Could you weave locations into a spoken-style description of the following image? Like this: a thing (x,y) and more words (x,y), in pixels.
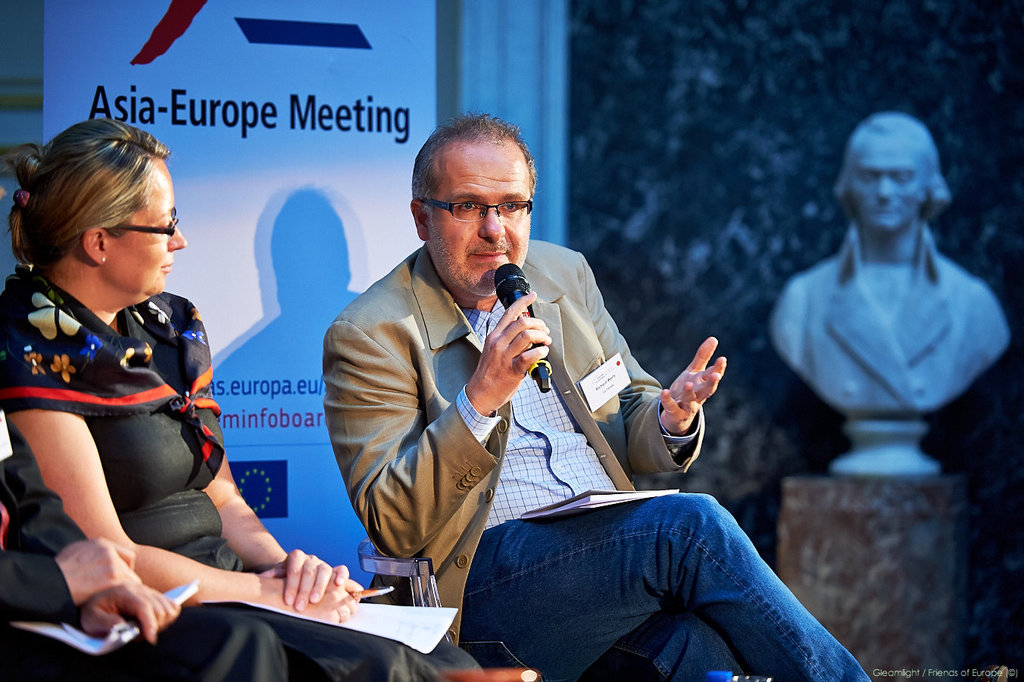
In this image I can see a man (367,335) and a woman (235,541) are sitting. The man (528,344) is holding a microphone (499,273) in the hand (507,350). Here I can see a board (247,218) which has something written on it. I can also see a statue (899,315) of a man (880,305).
